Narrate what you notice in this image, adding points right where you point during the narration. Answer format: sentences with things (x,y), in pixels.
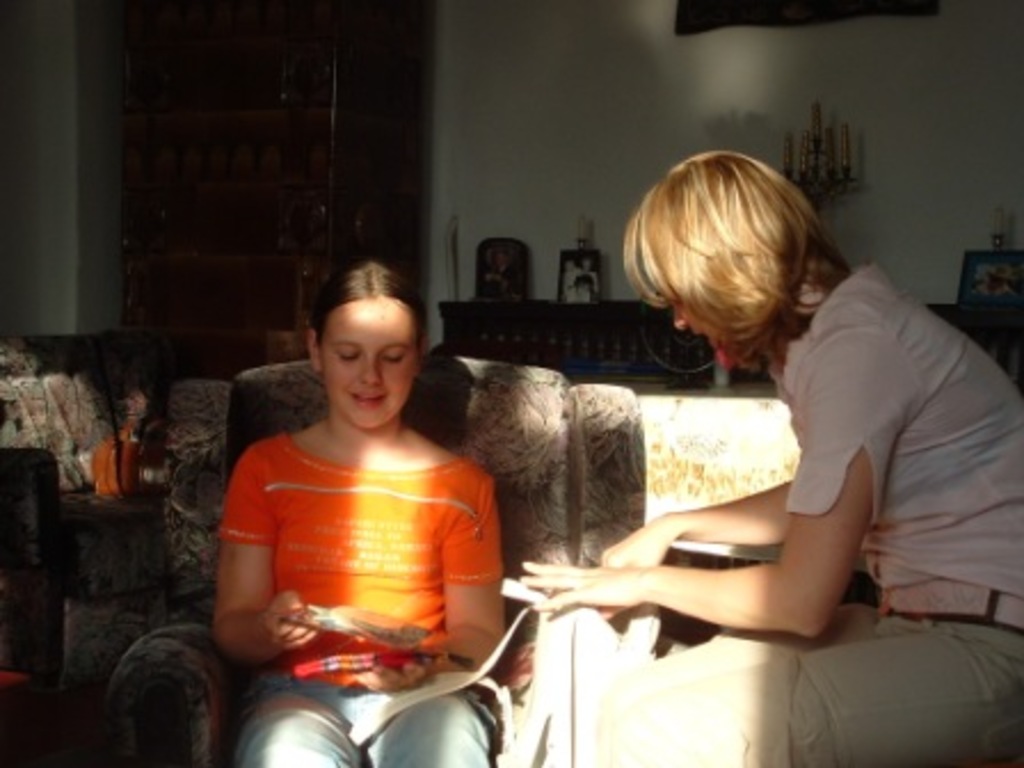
In the foreground of this image (620,450), there is a girl (360,561) sitting on a sofa (203,684) and on the right (882,606), there is a woman (902,597) sitting. We can also see the girl (422,641) is holding an object (397,634). In the background (169,418), there is a sofa (81,424), wall (464,111), shelf (295,140), frames (519,289) on a table (555,316), candle (828,143) and also another frame (984,275) on the right (993,283).
